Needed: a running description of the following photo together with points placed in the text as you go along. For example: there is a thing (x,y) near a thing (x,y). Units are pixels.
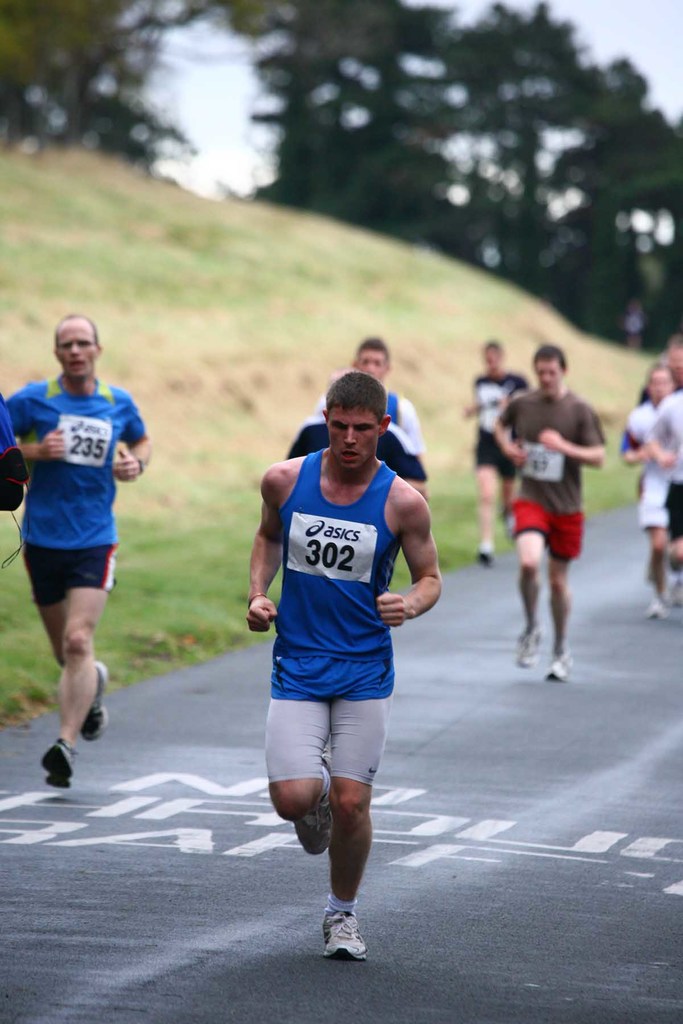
In this picture, we can see a few people (385,630) are running, and we can see road (310,861), ground (259,343) with grass (257,225), trees (385,105), and the sky (644,57).
